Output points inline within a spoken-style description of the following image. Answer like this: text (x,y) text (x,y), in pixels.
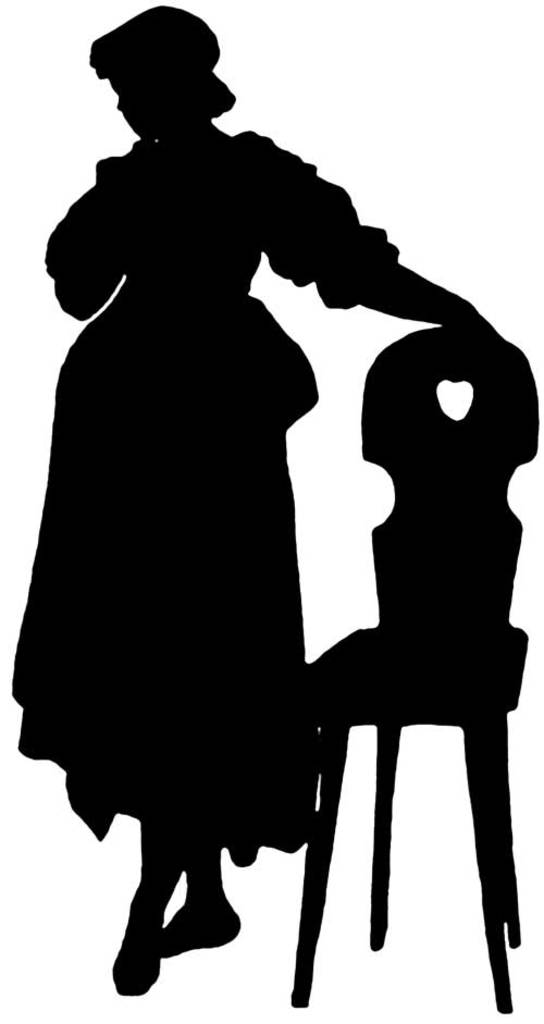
There is a painting (243,494) of a lady (221,572) and a chair (332,679) with black color. In the background (2,84) it is white.
